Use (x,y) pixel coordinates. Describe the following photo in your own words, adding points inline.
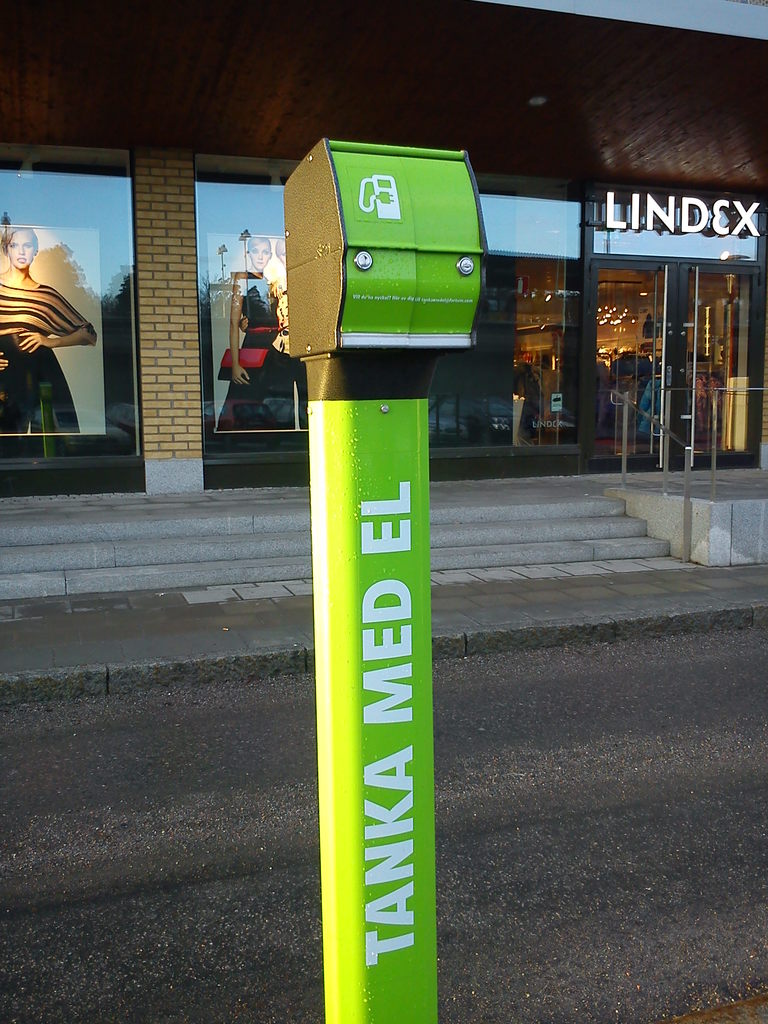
In this picture we can see the green object (432,664) near to the road (564,1023). In the back (436,131) there is a shopping mall (26,155). On the left (241,296) we can see the posters (217,257) of the women (276,309). On the right (730,426) there is a shop name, beside that we can see the doors (714,322) and window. In-front of the poster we can see the stairs (297,539).
